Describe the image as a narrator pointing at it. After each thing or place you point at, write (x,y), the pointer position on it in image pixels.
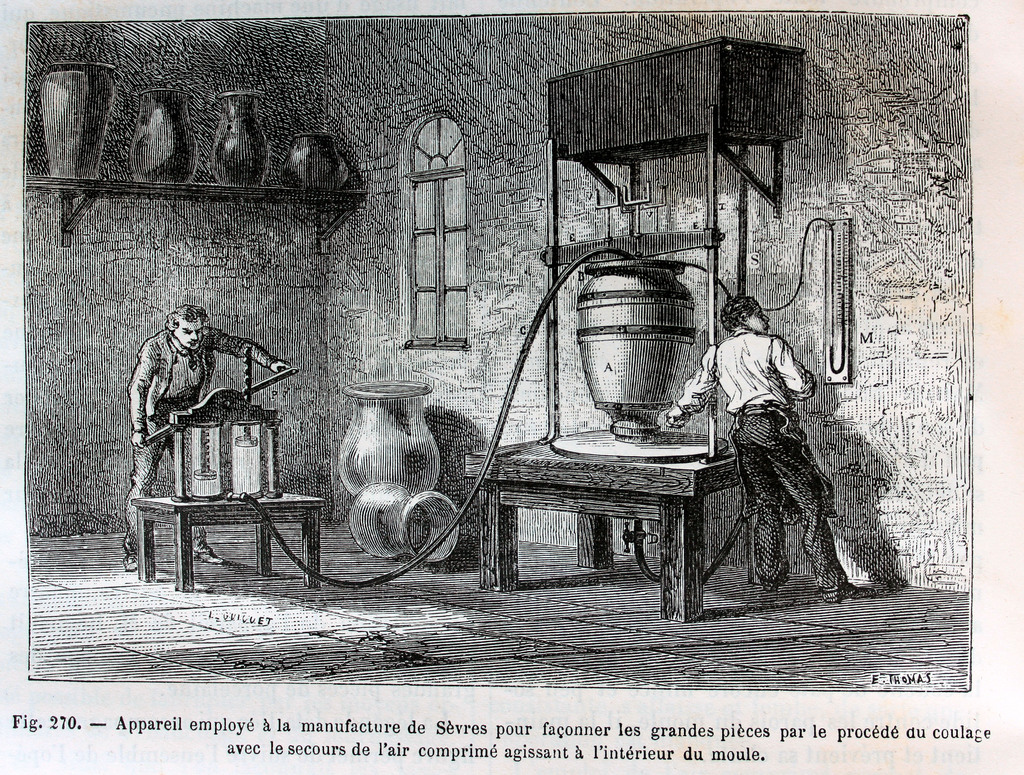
In this image we can see a paper (781,480) and on the paper (278,577) we can see a person (194,389) operating a machine (246,473). We can also see another person (759,457) standing on the floor (802,583) and checking the meter (840,297) which is attached to the wall (776,226). Image also consists of some vessels (323,164) on the counter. We can also see the window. At the bottom (902,742) there is text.
